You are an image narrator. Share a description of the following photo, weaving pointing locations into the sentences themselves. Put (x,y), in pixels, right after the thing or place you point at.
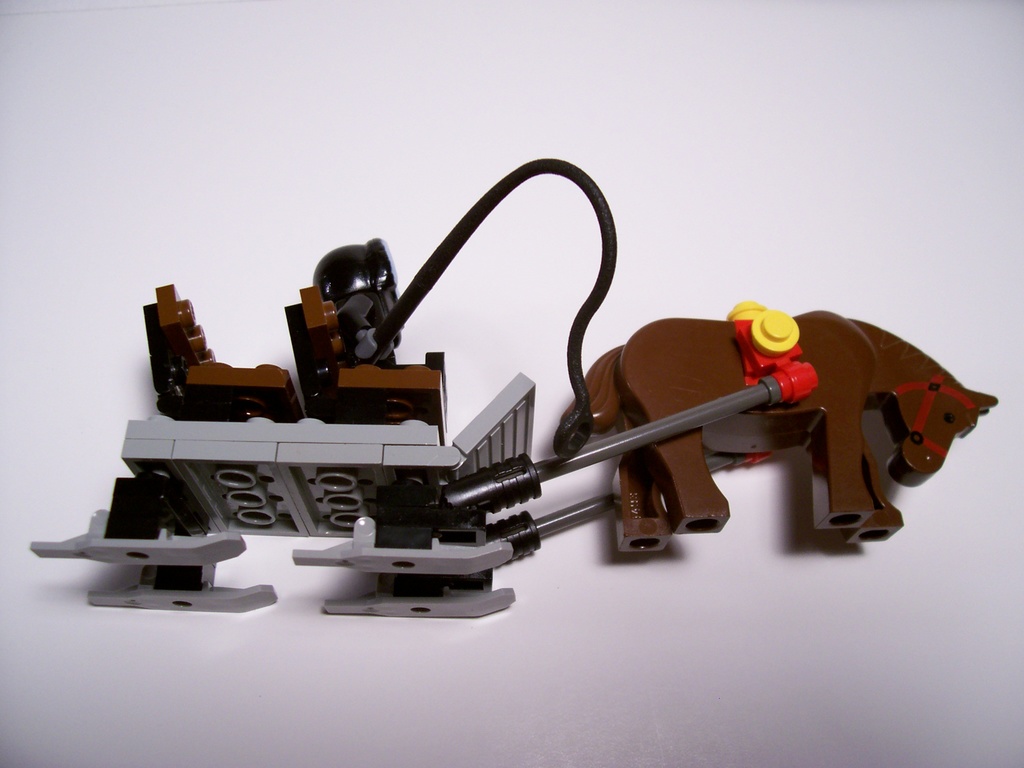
In this image we can see a toy (425,442) on a white surface (637,641).
